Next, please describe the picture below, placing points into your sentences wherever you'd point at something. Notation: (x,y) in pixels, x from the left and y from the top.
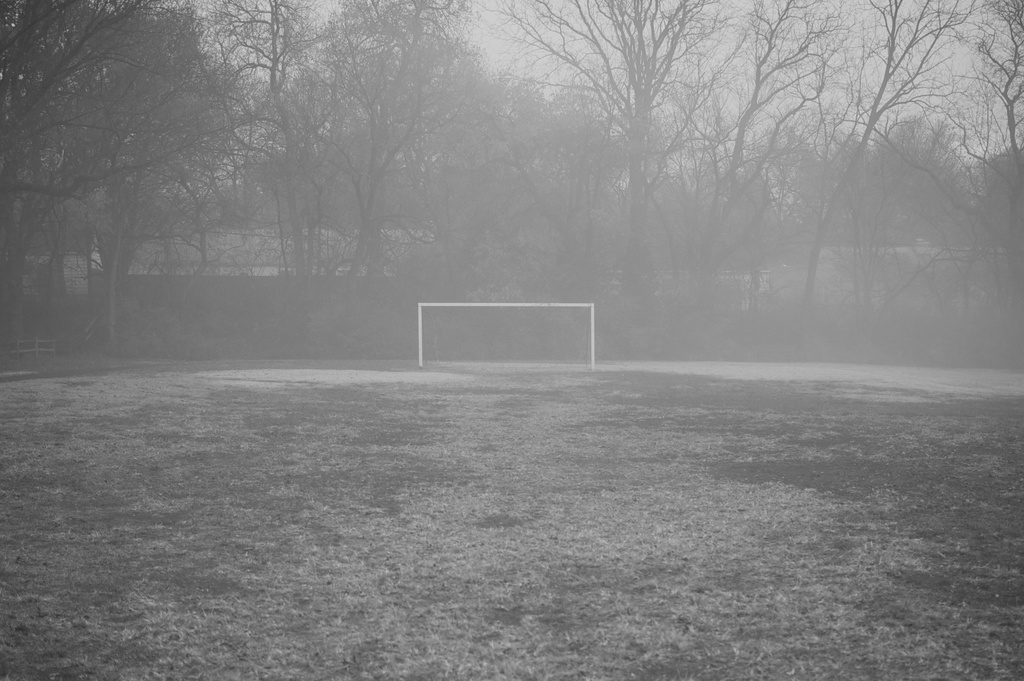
This is ground (556,538) and there is a goal post (419,335). In the background (525,240) we can see trees (748,175) and sky (775,74).
